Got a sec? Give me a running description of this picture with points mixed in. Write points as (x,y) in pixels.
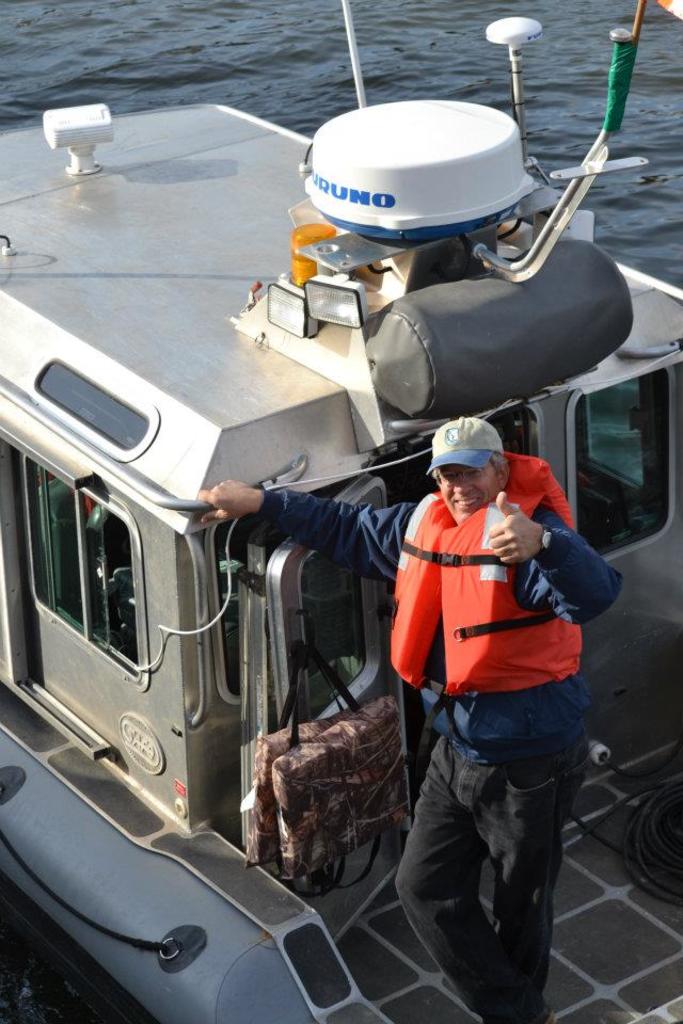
In this image we can see a person (460,823) wearing a jacket (496,746) and standing on ship (234,354). In the background of the image (173,57) there is water (86,54).
